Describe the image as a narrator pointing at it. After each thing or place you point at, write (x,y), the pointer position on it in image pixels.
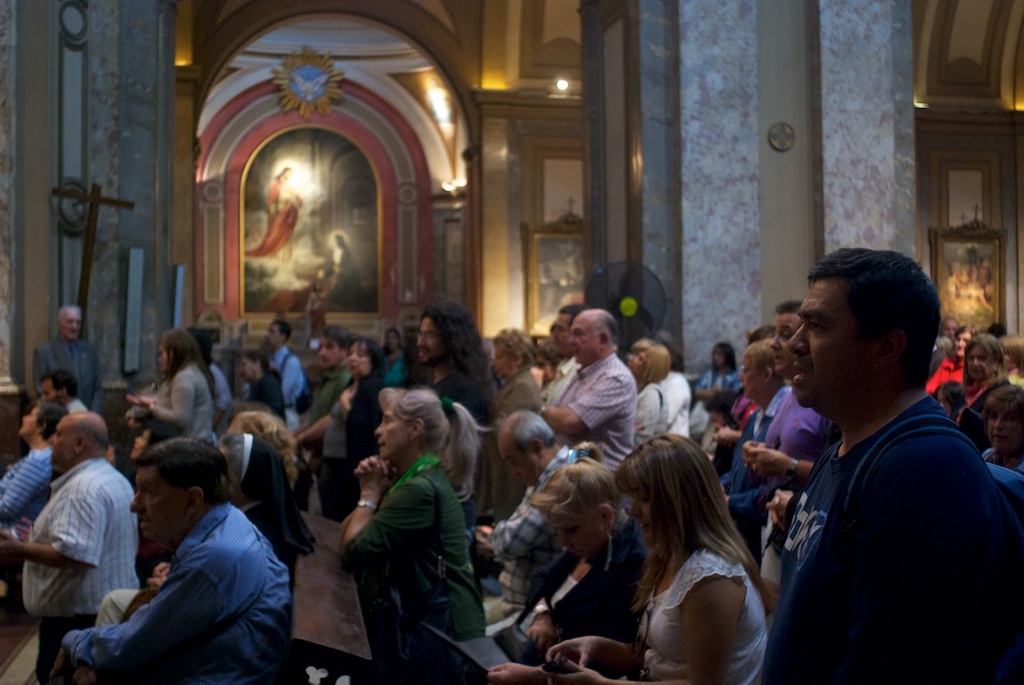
This picture might be taken inside the room (366,152). In this image, we can also see a group of people (526,446), few people (220,614) are sitting on a chair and few people (221,415) are standing. In the background (370,170), we can also see a photo frame (378,277) and a cross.
